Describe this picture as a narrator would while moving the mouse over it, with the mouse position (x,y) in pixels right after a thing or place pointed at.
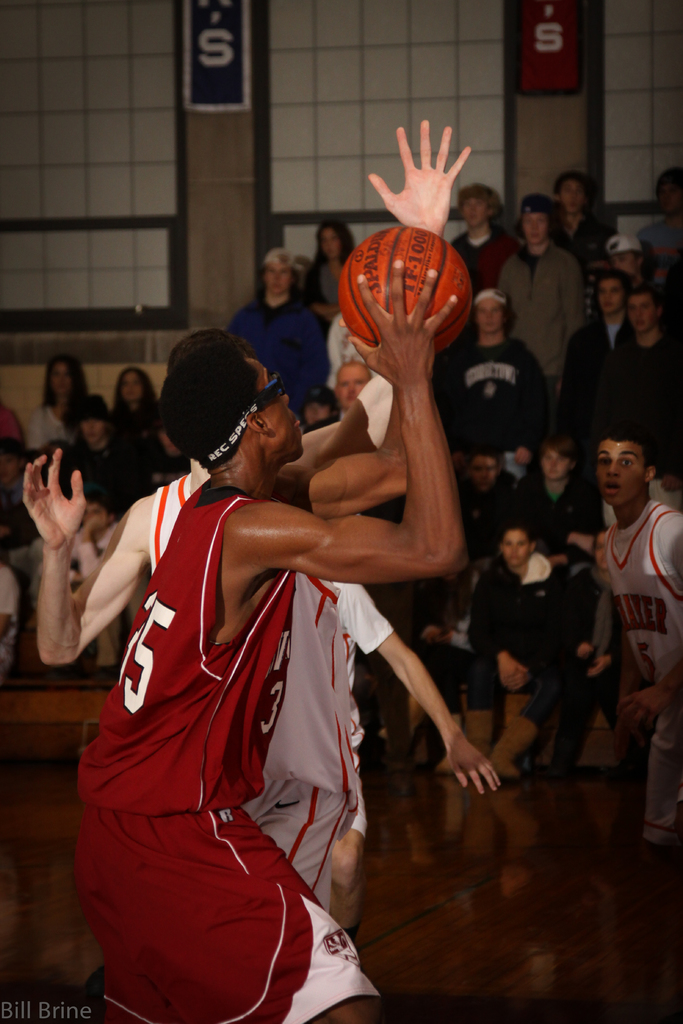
On the left side (200,809), there is a person (232,794) in a red color T-shirt (232,645), holding an orange color basketball (354,284) with both hands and watching something. On the bottom left (15,1017), there is a watermark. In the background (673,673), there are other players (642,638) in white color T-shirts (651,635), there are other persons (59,381), posters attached to the pillars (562,149) and there is a wall (100,339).
